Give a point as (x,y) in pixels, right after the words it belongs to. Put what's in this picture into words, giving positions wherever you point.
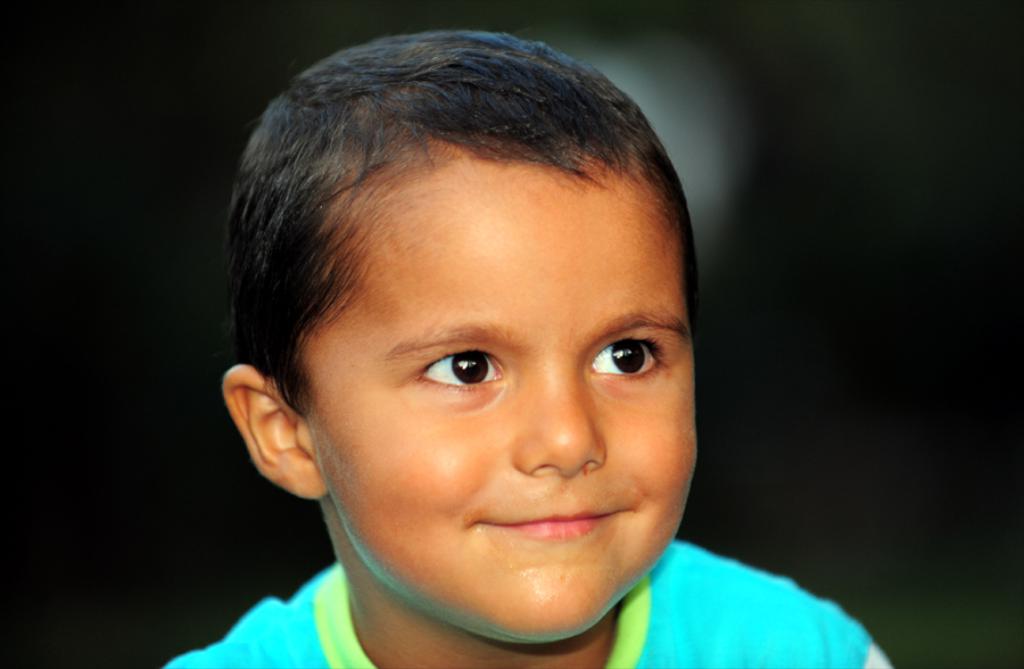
Here I can see a boy (461,499) wearing a t-shirt (648,618) and smiling by looking at the right side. The background (953,542) is in black color.
